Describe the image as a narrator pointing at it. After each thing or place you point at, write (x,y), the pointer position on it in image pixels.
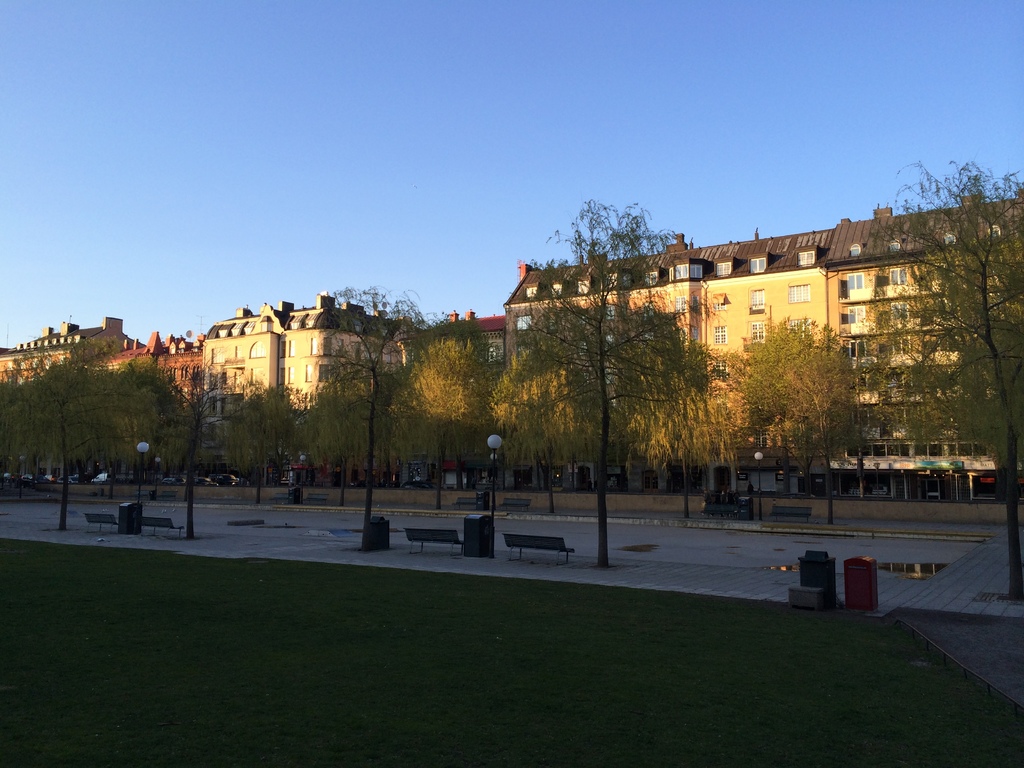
In this image I can see the grass (444,662), few trees (919,416), few benches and few poles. In the background (232,387) I can see few buildings (244,395) which are cream and brown in color and the sky (362,115).
